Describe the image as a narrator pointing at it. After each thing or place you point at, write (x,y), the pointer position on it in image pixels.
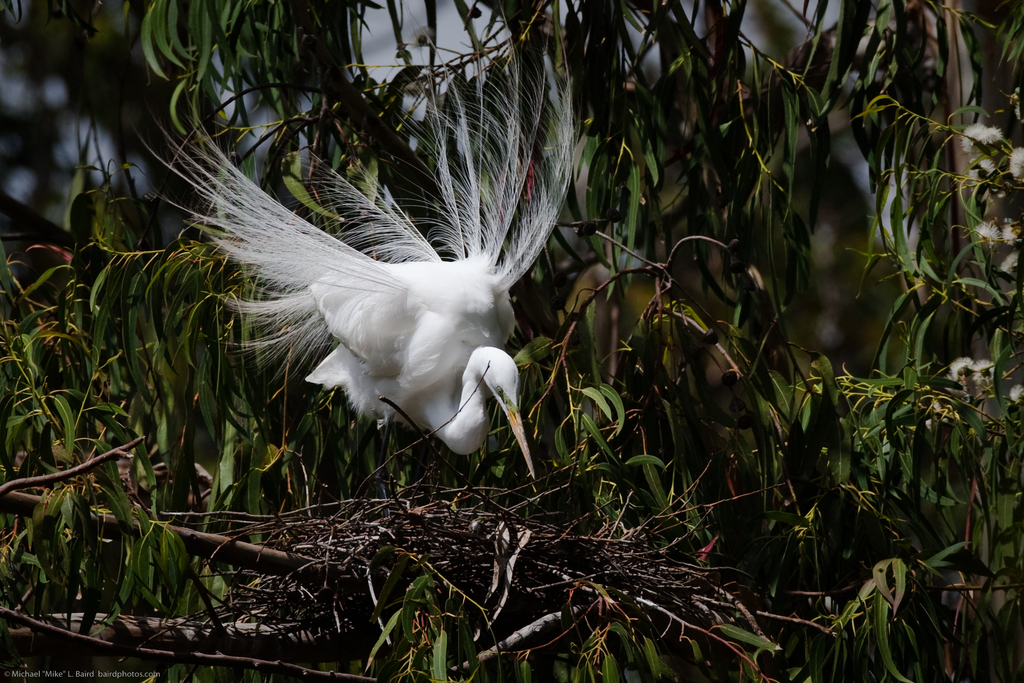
There is a bird (419,345) standing and we can see sticks (596,545) and green leaves (794,145). In the background (238,123) it is blur.
